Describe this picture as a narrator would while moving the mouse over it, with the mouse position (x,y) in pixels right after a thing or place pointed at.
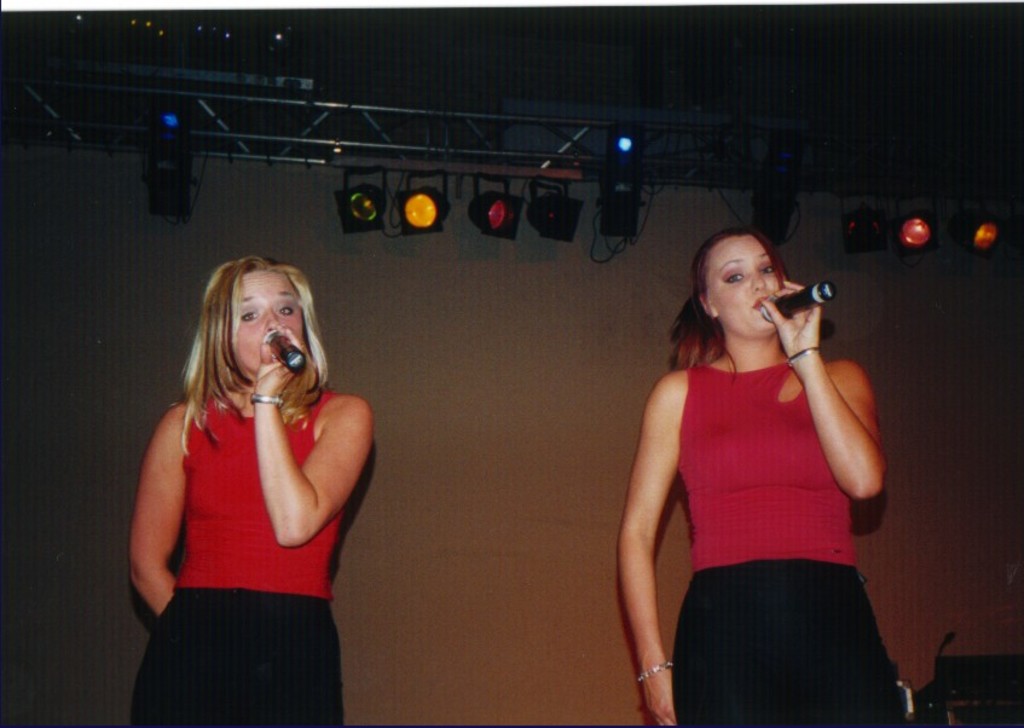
This image consists of two women (260,565) wearing red tops (817,474) and black skirts (281,691) are holding the mics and singing. In the background (207,194), we can see a wall (656,335) along with the stand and lights (919,230). It looks like a concert.
